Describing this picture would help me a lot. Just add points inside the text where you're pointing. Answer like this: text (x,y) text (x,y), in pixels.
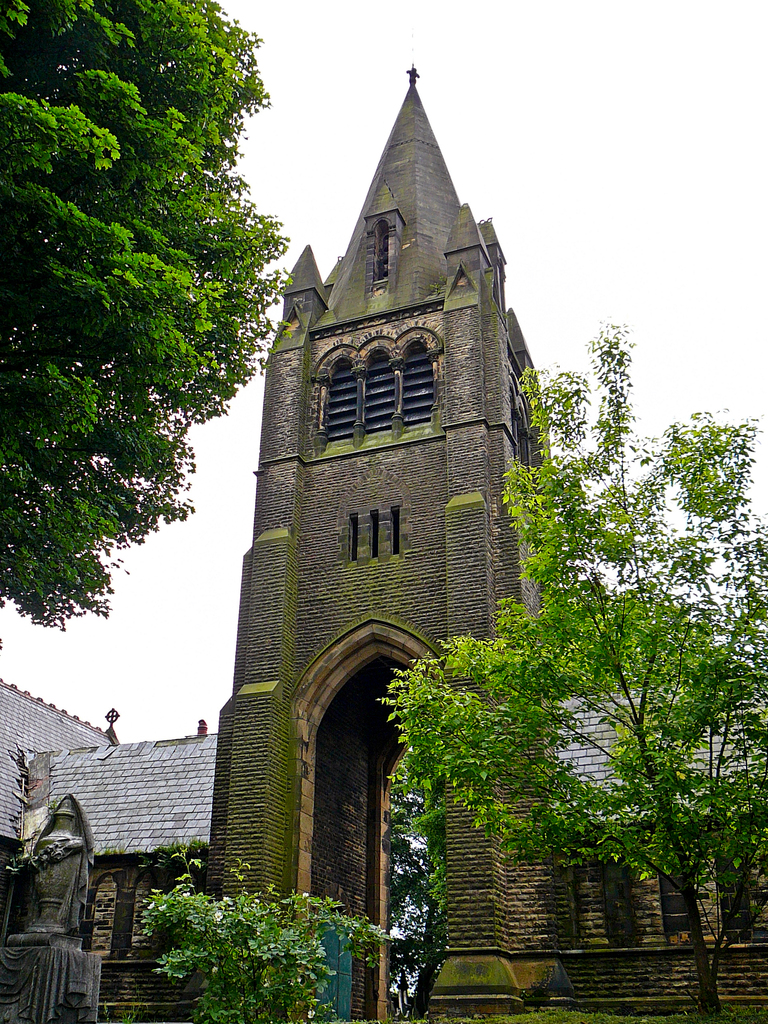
In the picture there is an architecture (435,622) and around that architecture (255,590) there are trees (51,291) and there is a sculpture (52,885) on the left side (45,895).
